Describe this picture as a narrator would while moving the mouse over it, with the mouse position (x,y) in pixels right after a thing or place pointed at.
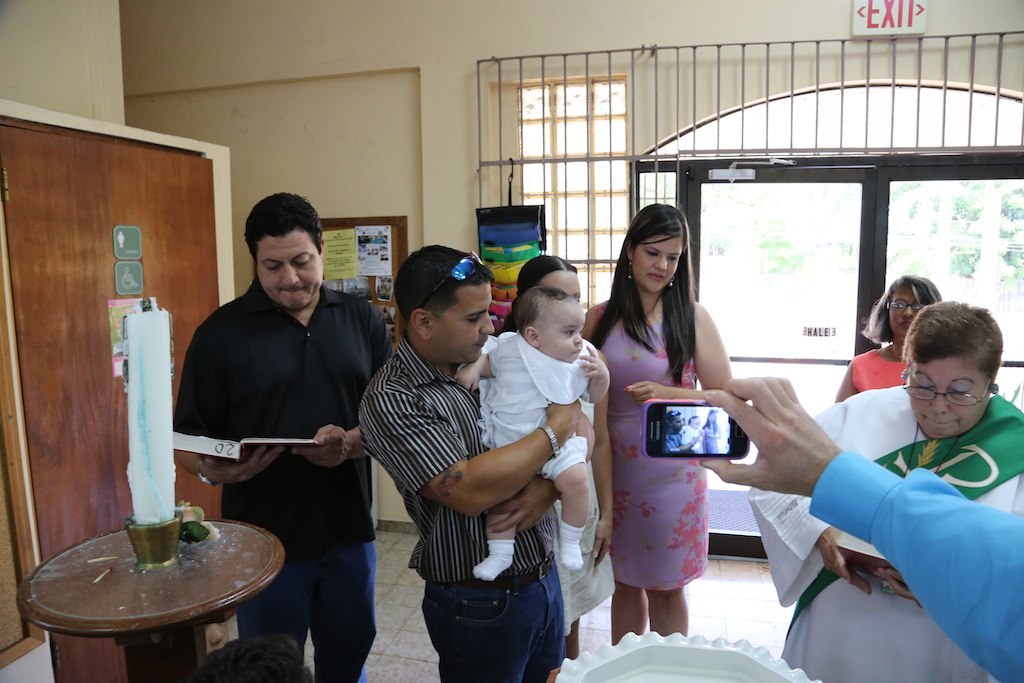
This picture is taken in a building (561,181). On the right side (992,361) there is a woman (850,646) standing, she is looking into a book (857,550). On the top right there is another woman (888,338) standing wearing an orange dress (872,366). On the top right (870,227) background (792,203) there is a door (898,222). On the background (337,109) there is a wall (566,30). On the top right (900,32) exit (907,29) is attached on the wall (854,50). In the center of the image (523,393) there is a man (447,550) holding a baby (528,378). In the center (659,319) background (656,305) there is a woman (655,392) wearing a frock (650,517). On the left (304,410) a man (323,423) in black dress (326,413) is standing. In the left (135,355) there is a candle (134,350). In the top left (327,222) there is a notice board (379,255). On the left (165,591) there is a table (138,578). On the right (714,394) there is a hand (769,448) holding a mobile (690,427).
